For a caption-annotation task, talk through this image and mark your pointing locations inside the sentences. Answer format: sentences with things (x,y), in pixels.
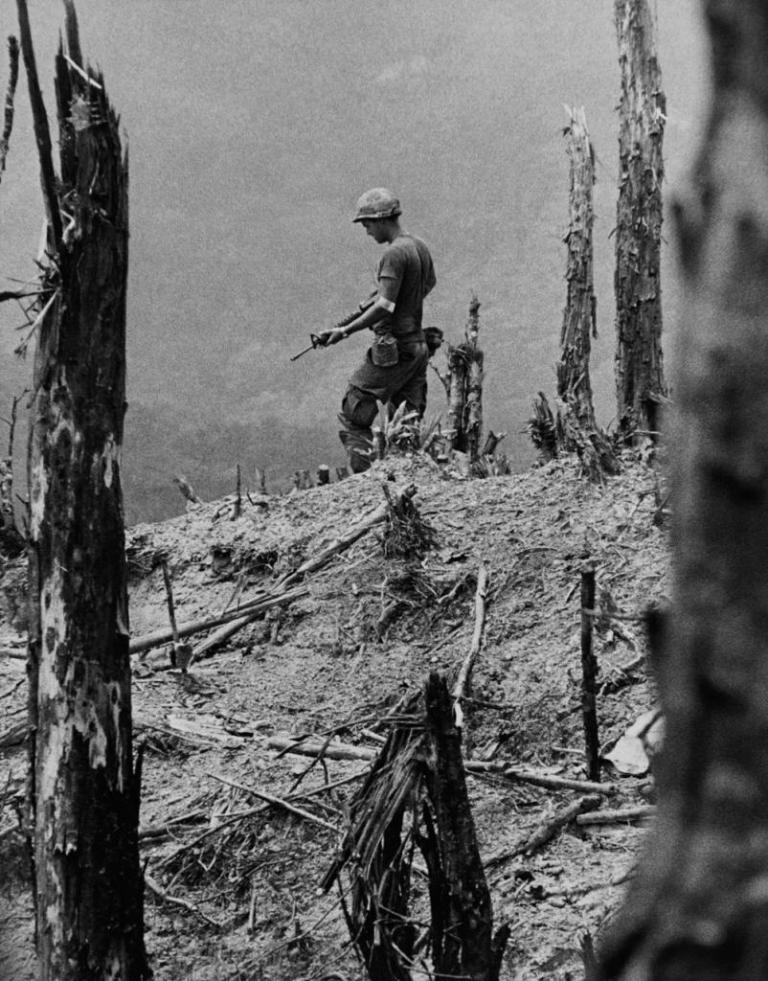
It is a black and white image, there are logs (695,666) and dried sticks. In the middle (418,391) a man (411,370) is there. He wore t-shirt (409,332), trouser (409,355), cap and also holding a weapon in his hands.
